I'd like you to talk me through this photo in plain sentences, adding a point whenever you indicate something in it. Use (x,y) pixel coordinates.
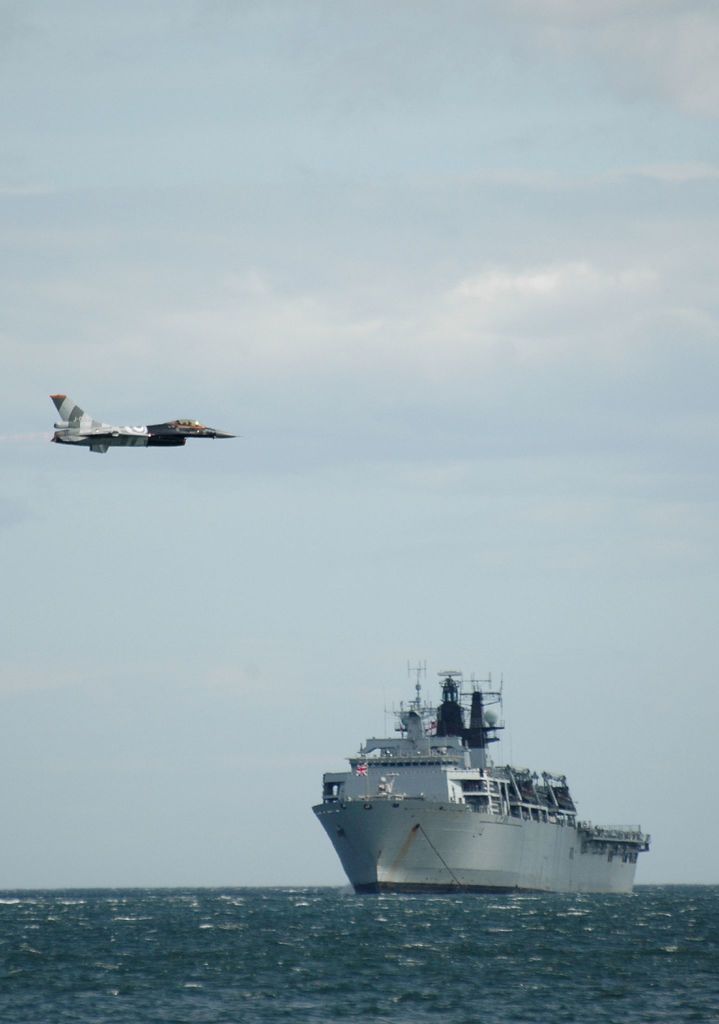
Here in this picture we can see a warfare ship (454,771) present in the water (409,905) over there, as we can see water (466,916) present all over there and in the air (173,538) we can see a jet plane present and we can see the sky (109,542) is fully covered with clouds (322,360) over there.
